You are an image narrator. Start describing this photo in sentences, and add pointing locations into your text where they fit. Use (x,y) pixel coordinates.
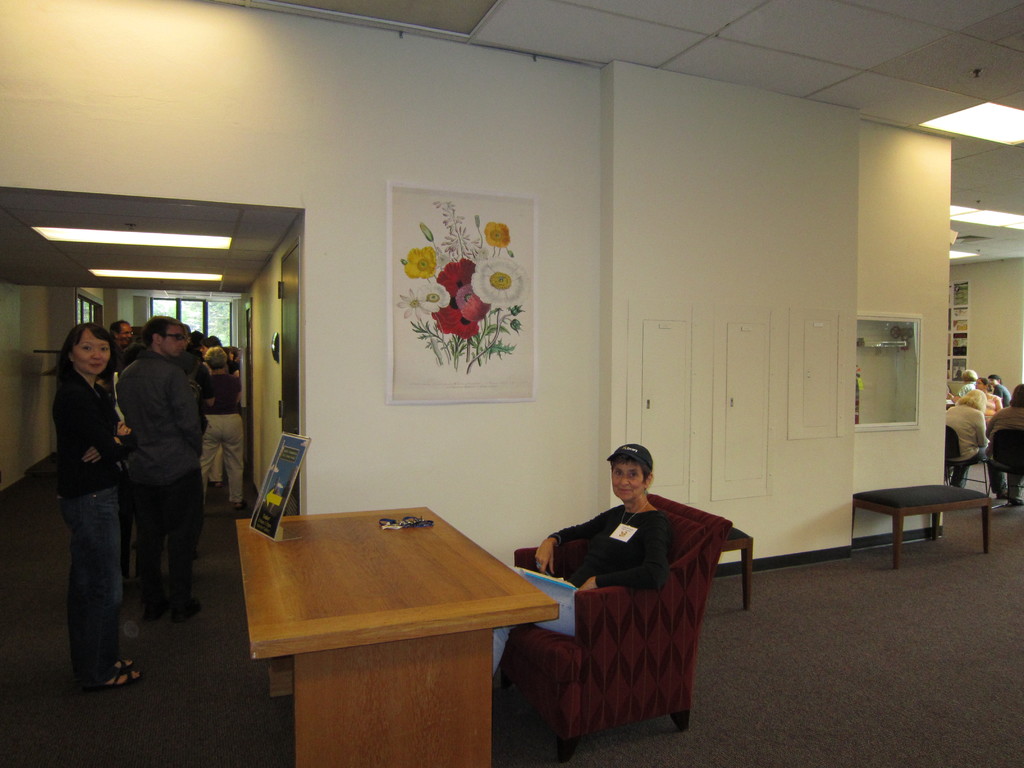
This picture shows a group of people (92,611) standing and a woman (650,556) seated on the chair (549,645) and we see a table (415,607) and a photo frame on the wall (471,490).
